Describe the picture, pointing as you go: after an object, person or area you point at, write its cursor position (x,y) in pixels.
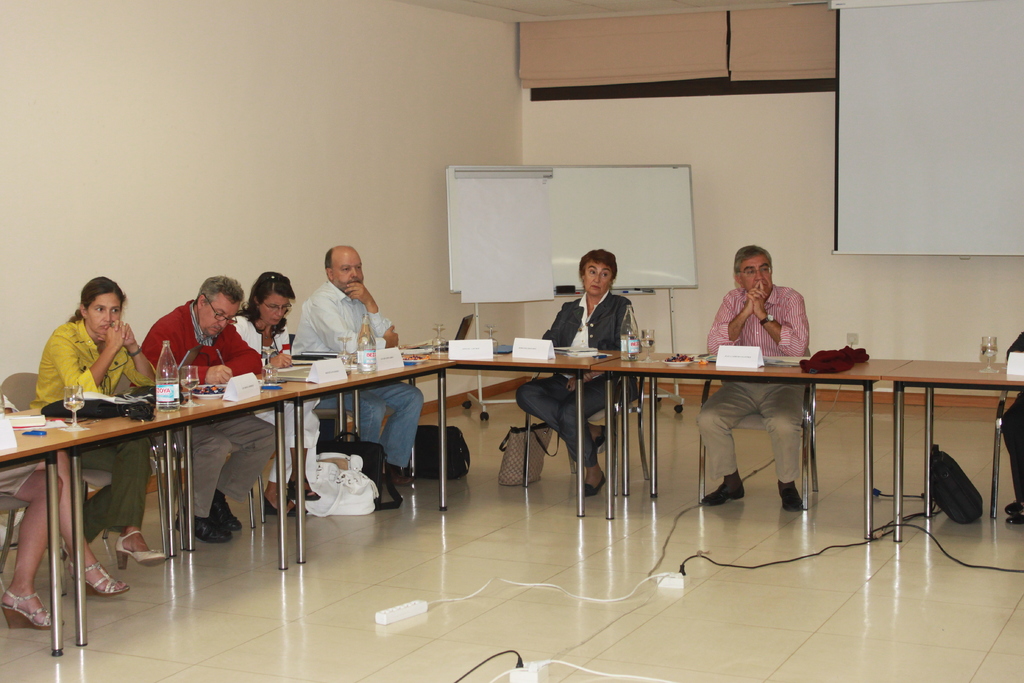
In this image there are group of persons (779,322) sitting on the chairs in front of them there are water glasses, bottles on the table (862,370) and there are bags (531,453) on the floor (756,448) and at the background of the image (648,239) there is a board (578,200).
